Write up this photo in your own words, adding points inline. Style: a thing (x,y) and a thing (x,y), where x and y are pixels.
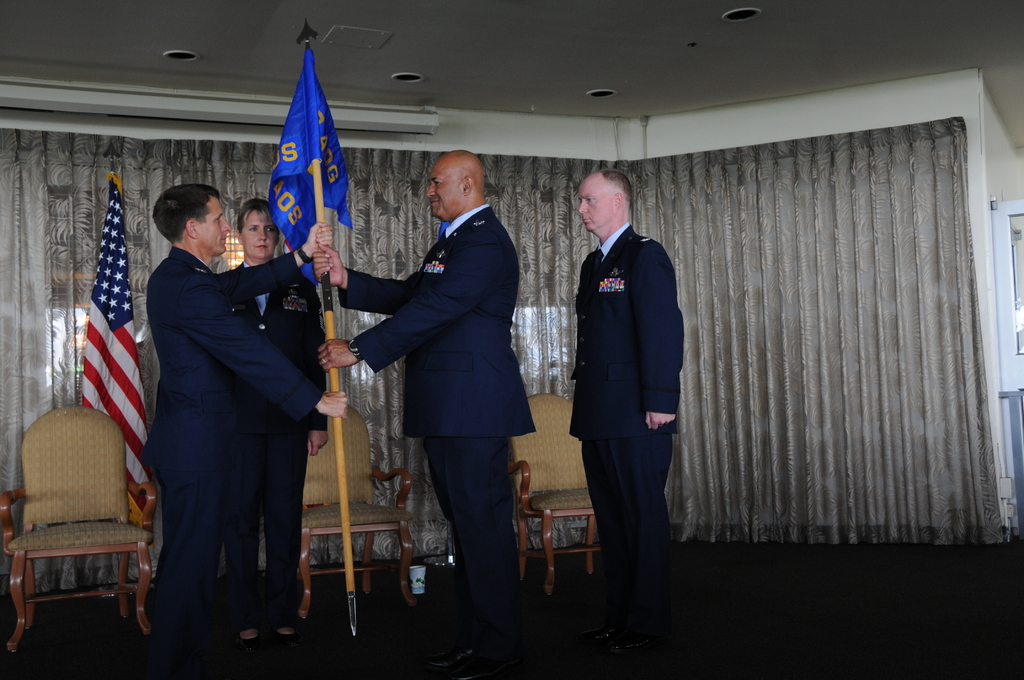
In this picture there are two persons (296,381) wearing blue suit (194,417) is standing and holding a stick (334,381) in their hands (334,353) which has a blue color attached to it and there is a person (293,334) standing beside and behind them and there are few chairs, a flag (121,326) and a curtain (135,295) in the background (106,364).
